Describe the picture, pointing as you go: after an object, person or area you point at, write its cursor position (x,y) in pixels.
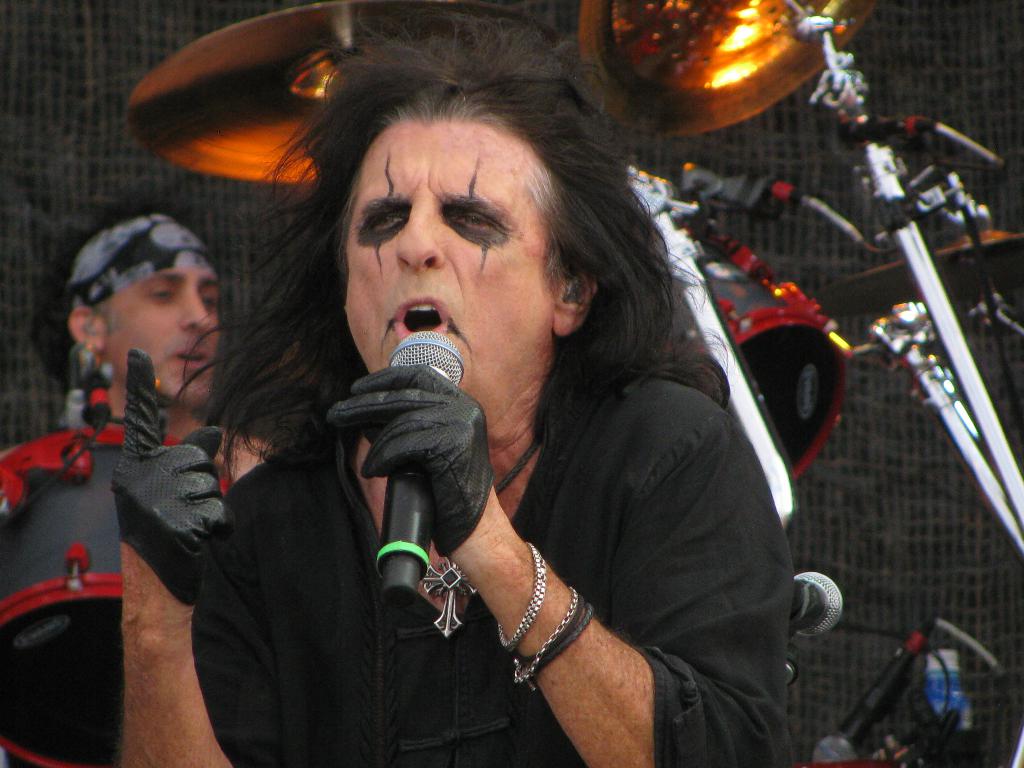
This picture seems to be of inside. In the center (628,472) there is a man (643,527) wearing black color t-shirt (643,552), holding microphone (435,360) and singing, behind him there is a man (189,378) seems to be standing and there is a drum (76,571) in front of him and in the background (616,26) there is a musical instrument (736,42) attached to the stand (935,396).
